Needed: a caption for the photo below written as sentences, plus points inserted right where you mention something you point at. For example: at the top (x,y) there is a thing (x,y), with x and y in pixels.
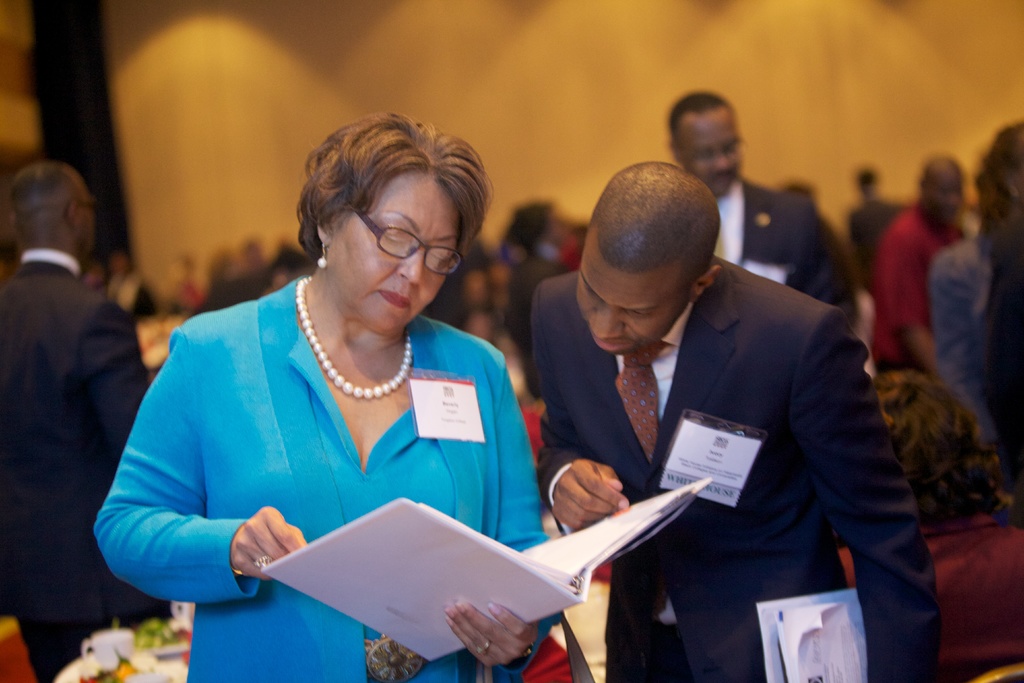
Here in this picture in the front (458,380) we can see a woman (400,334) and a man (697,394) standing on the floor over there and we can see the woman (349,680) is holding a file (418,548) in her hand (503,624) and the person (667,597) is also holding some papers (773,601) and both of them are having ID cards (465,428) on them and behind them also we can see number of people (724,197) standing all over the place and we can see some tables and chairs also present over there.
